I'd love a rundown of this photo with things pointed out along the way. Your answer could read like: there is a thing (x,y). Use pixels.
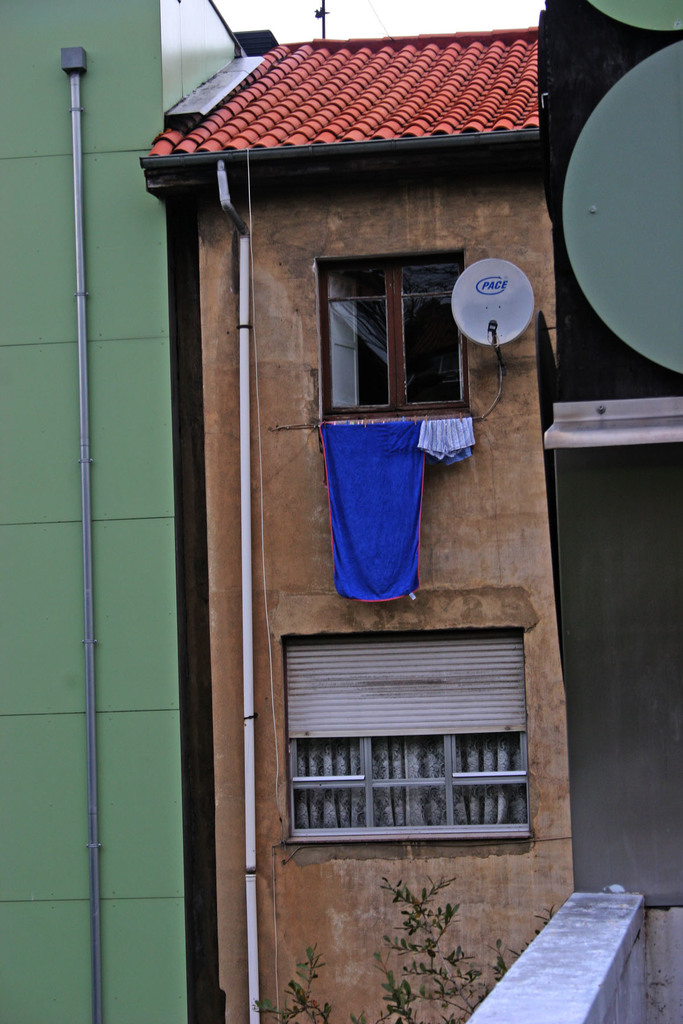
In this image I can see few buildings (512,541) in brown and green color and I can see few clothes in multicolor, few glass windows (446,801). In the background (389,28) the sky (368,20) is in white color.
